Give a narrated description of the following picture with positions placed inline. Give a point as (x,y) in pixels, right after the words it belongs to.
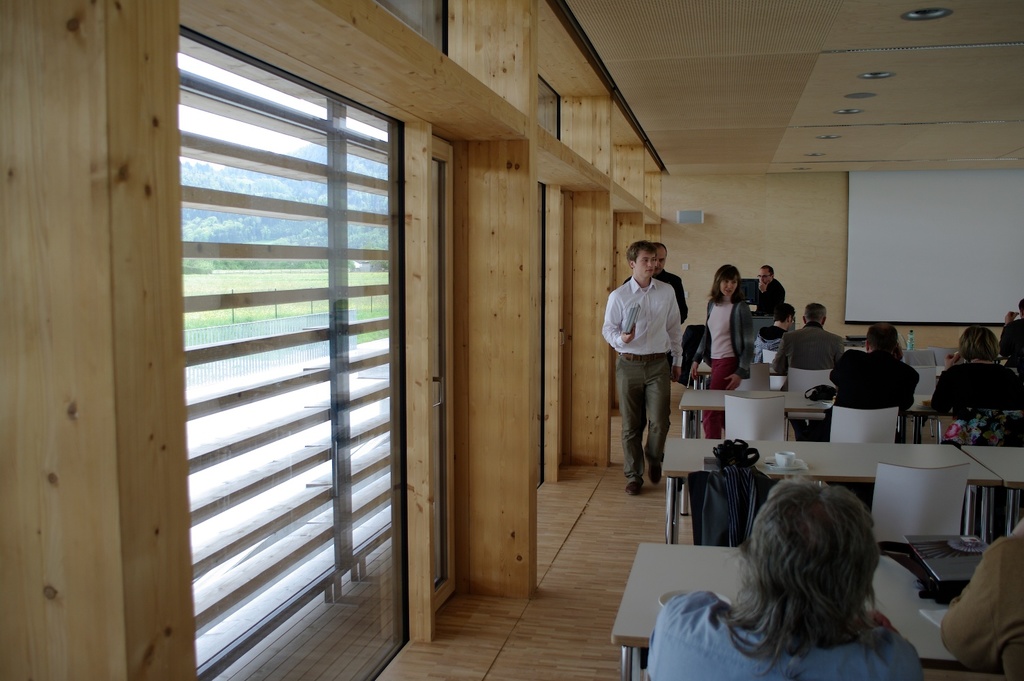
In this image we can see persons (723,314) sitting on the chairs (897,416) and some are standing on the floor (574,473). In the background (879,256) we can see display screen (904,267), blinds (289,336), ground (234,289), trees (245,219) and sky (209,114).
